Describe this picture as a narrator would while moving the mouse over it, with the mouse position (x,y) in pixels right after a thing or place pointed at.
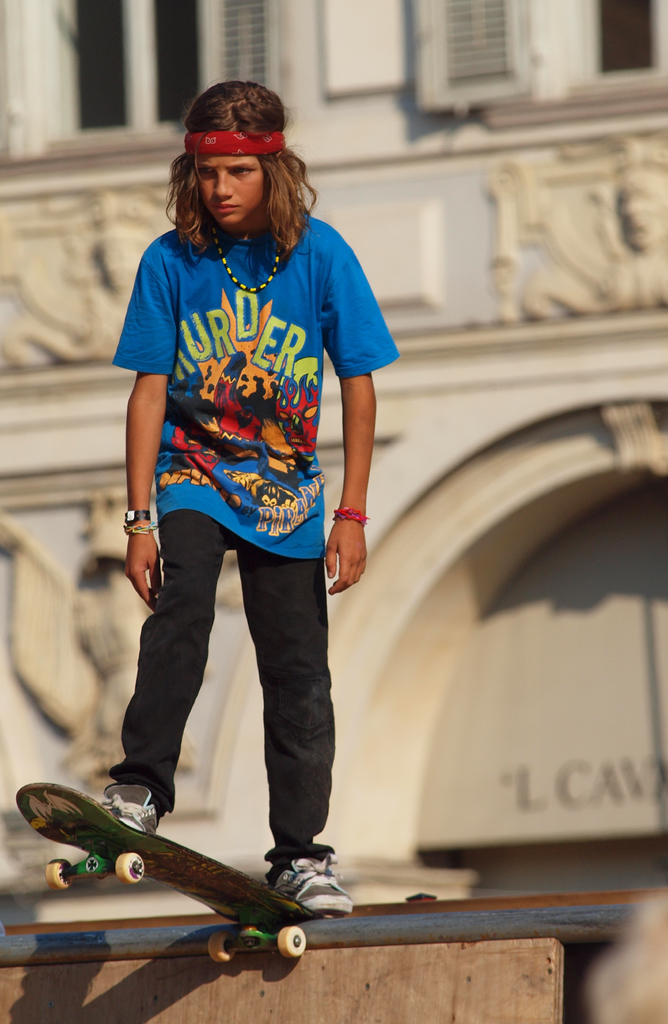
In the middle of the image (358,419) a man (335,892) is doing skating. Behind him there is a building (61,3).
